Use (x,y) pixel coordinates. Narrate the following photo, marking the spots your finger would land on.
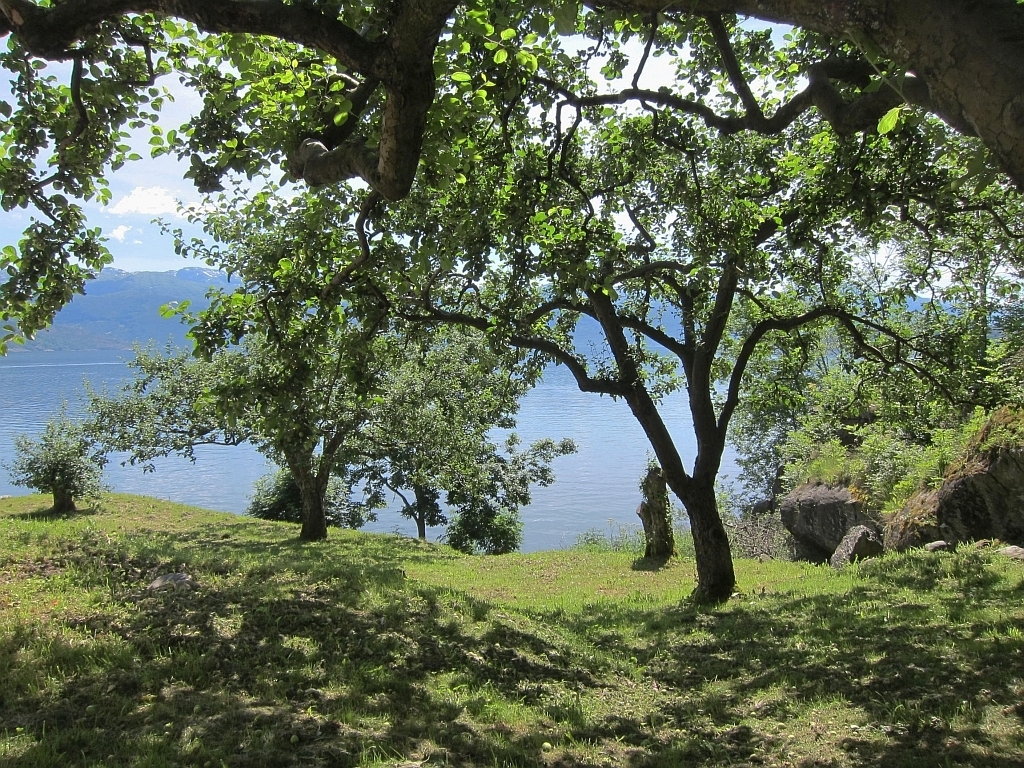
In this picture I can see grass (581,645), trees (664,556) and rocks (842,544). In the background (132,210) I can see water (599,466) and the sky (147,201).
